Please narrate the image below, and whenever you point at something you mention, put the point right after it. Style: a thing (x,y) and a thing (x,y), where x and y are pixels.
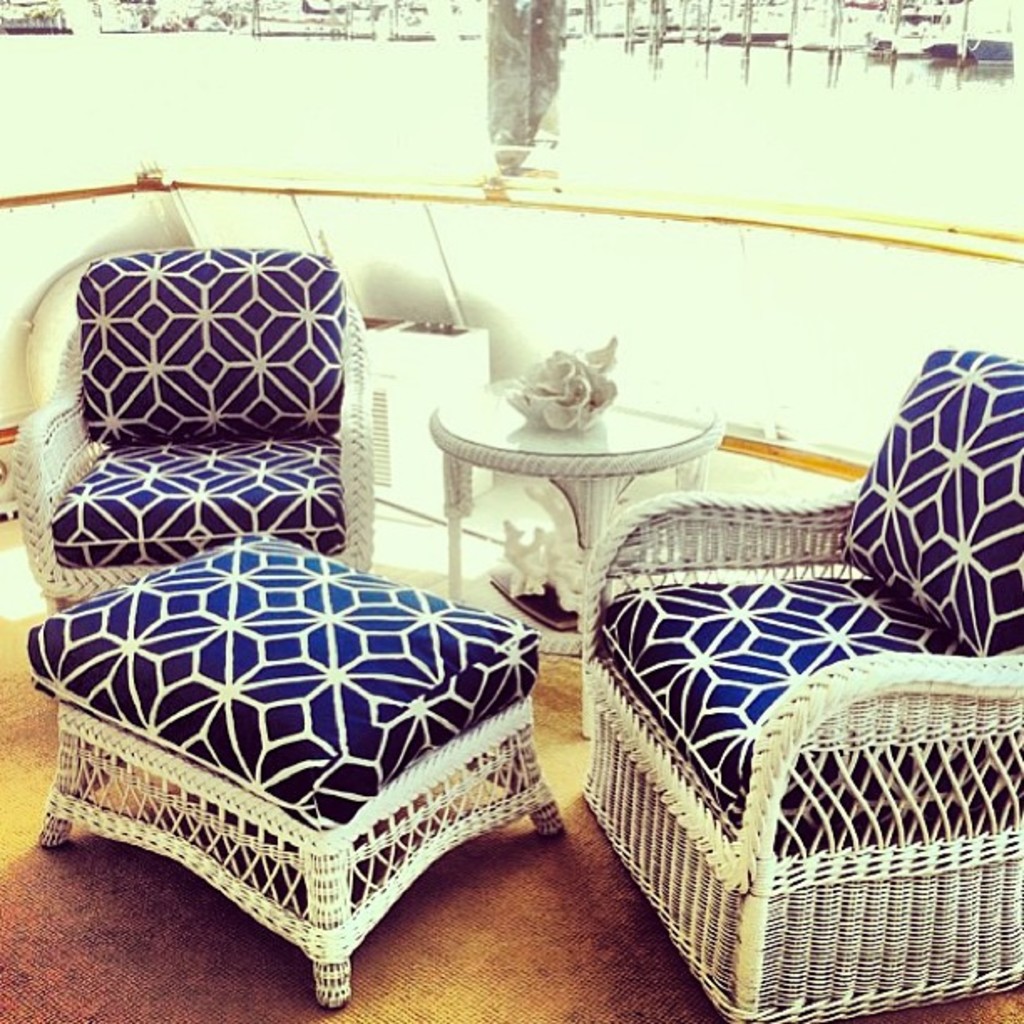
In this picture we can see chairs (343,482), tables (594,506) on the floor (227,942) and some objects (555,425).
